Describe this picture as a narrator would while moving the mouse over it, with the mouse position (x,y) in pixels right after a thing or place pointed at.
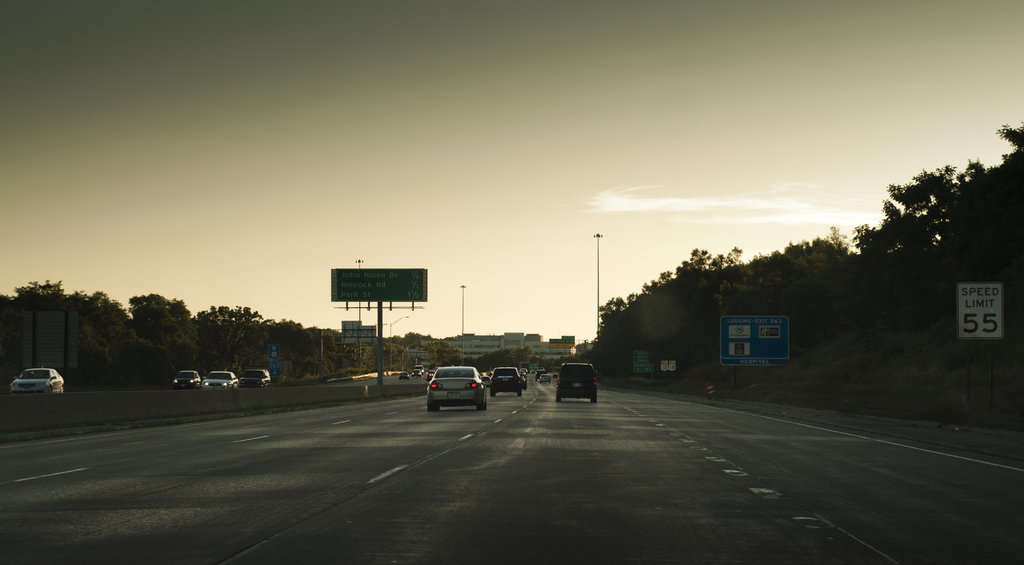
In this picture I can see few cars (404,374) moving on the roads (475,471) and I can see boards (383,277) with some text (356,285) and few trees (796,262) and couple of poles (462,327) and a cloudy sky (261,140).
